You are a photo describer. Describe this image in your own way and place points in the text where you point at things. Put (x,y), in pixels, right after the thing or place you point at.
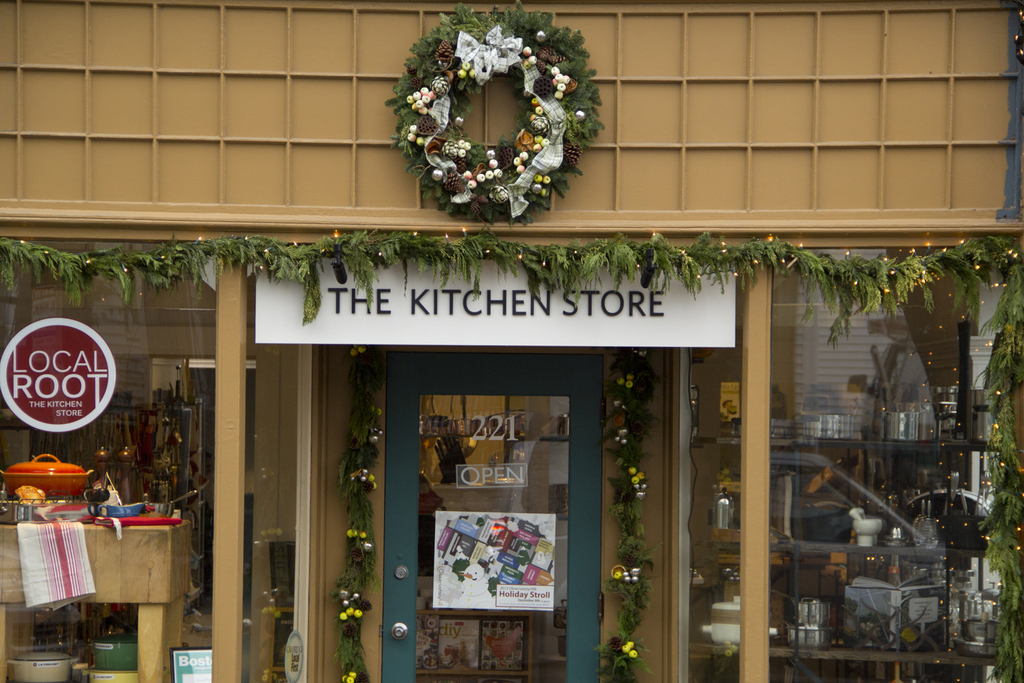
Here I can see a building (113,206). At the bottom (514,491), I can see the glasses (150,382) and a door (435,499). There is a poster (515,573) attached to the door (452,448) and on the both sides of the door (464,460) I can see artificial creepers (369,529). On the left side (76,552) there is a table (103,564) on which a cloth (50,562) and few bowls (58,484) are placed. Behind the glass (931,478), I can see few racks (868,443) in which there are some bowls (800,616). At the top (465,73) there are some artificial flowers (420,92) and leaves (426,68) are attached a board (671,77).
